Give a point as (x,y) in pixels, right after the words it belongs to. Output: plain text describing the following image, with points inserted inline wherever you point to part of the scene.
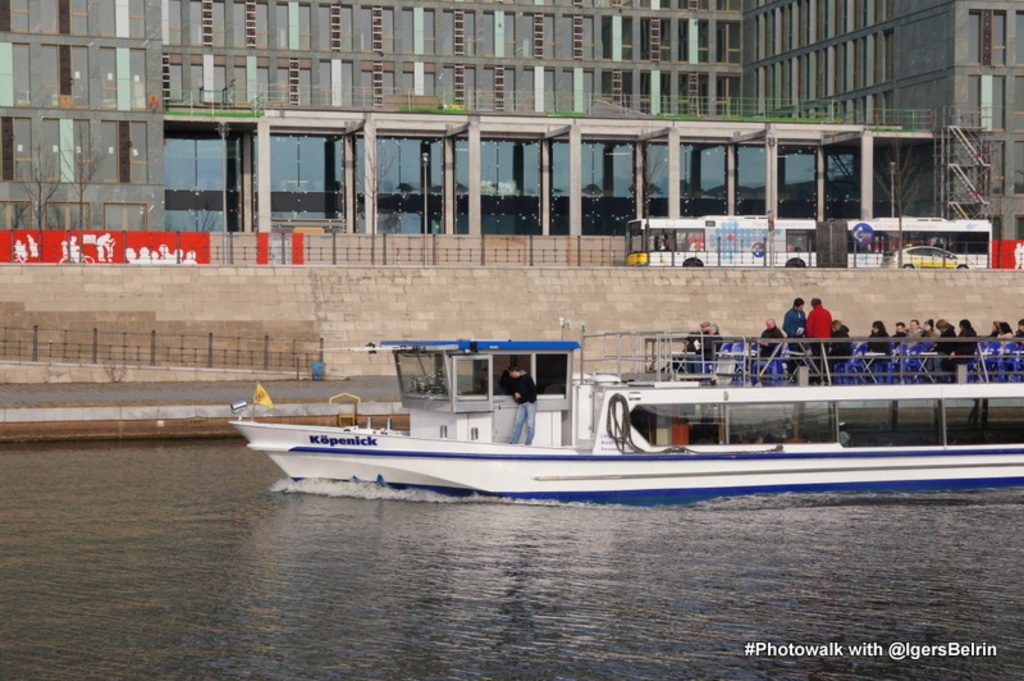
In the center of the image (647,404) we can see a boat (772,415) on the water (673,514). On the boat (642,398), we can see a few people (940,351) are sitting, few people (814,372) are standing and a few other objects (881,372). On the right side of the image (916,655), we can see some text (811,656). In the background (584,166), we can see buildings (719,170), vehicles (751,216) and some objects (528,243).
